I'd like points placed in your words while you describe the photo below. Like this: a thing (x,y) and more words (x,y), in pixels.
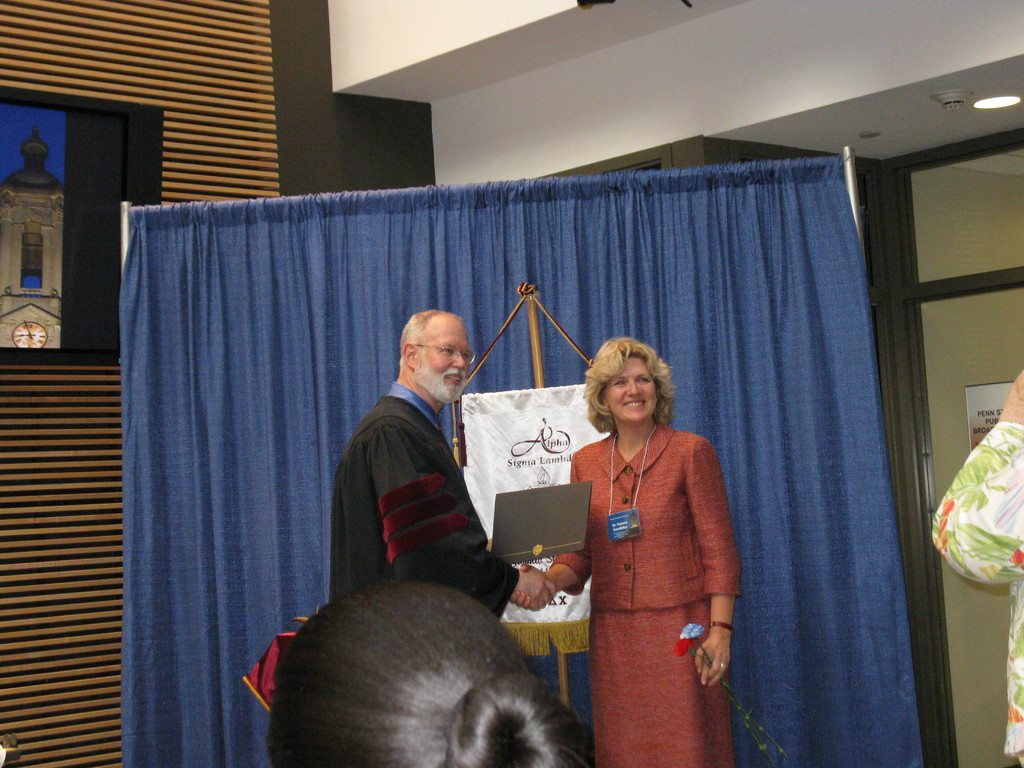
In this picture I can see a man (409,532) and a woman (598,493) standing in front (387,422) and I see that they're smiling. I can also see that the man (417,375) is holding a thing (542,497) and both of them are holding their hands (531,566). Behind them I can see the curtain (370,327) and a cloth (519,471). In the background (443,142) I can see the wall (539,105) and I can see a thing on the left side of this image (48,196) and I can see a light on the right top corner of this picture (1008,106). On the bottom of this picture (496,707) I can see a head (387,603) of a person (371,640) and I see another person (988,552) on the right bottom of this picture (1008,530).
